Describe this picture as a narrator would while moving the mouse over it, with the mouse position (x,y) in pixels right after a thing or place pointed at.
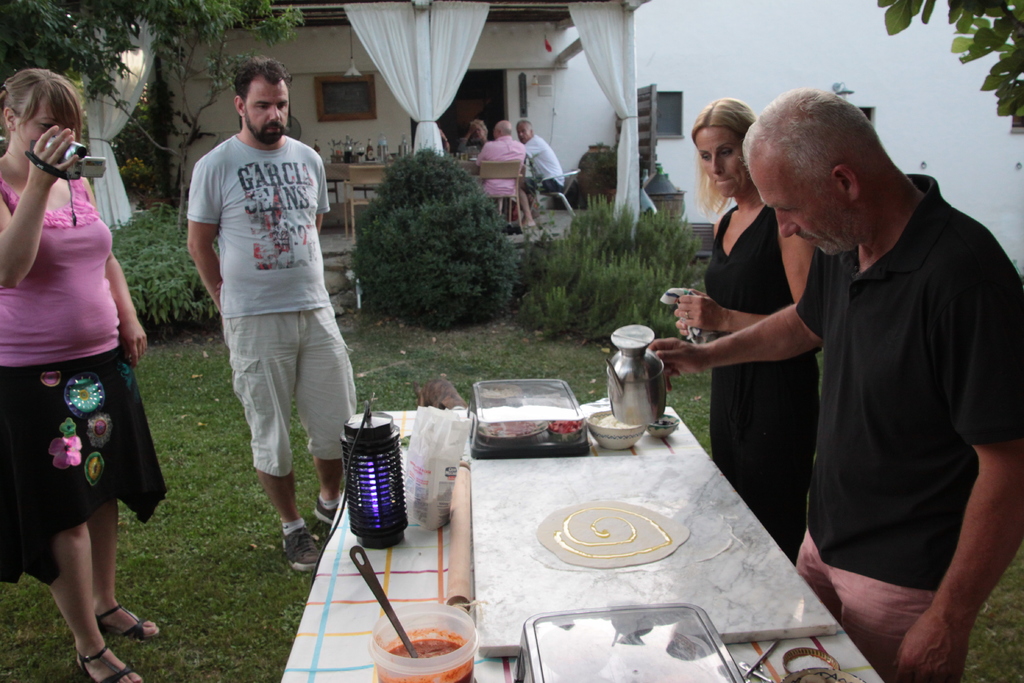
On the right side of the image (776,274) there are two persons (825,334) standing in front of the table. On the table (665,462) there are few objects (551,652) placed on it. On the left side of the image (152,462) there are another two people (111,386) standing and one of them is holding a camera (71,145) and shooting with it. In the background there is a house (311,135), in front of the house (450,127) there are a few people (488,150) sitting in front of the table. On the table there are some objects (377,158) placed on it and there are some plants (475,249) and trees (101,62).
